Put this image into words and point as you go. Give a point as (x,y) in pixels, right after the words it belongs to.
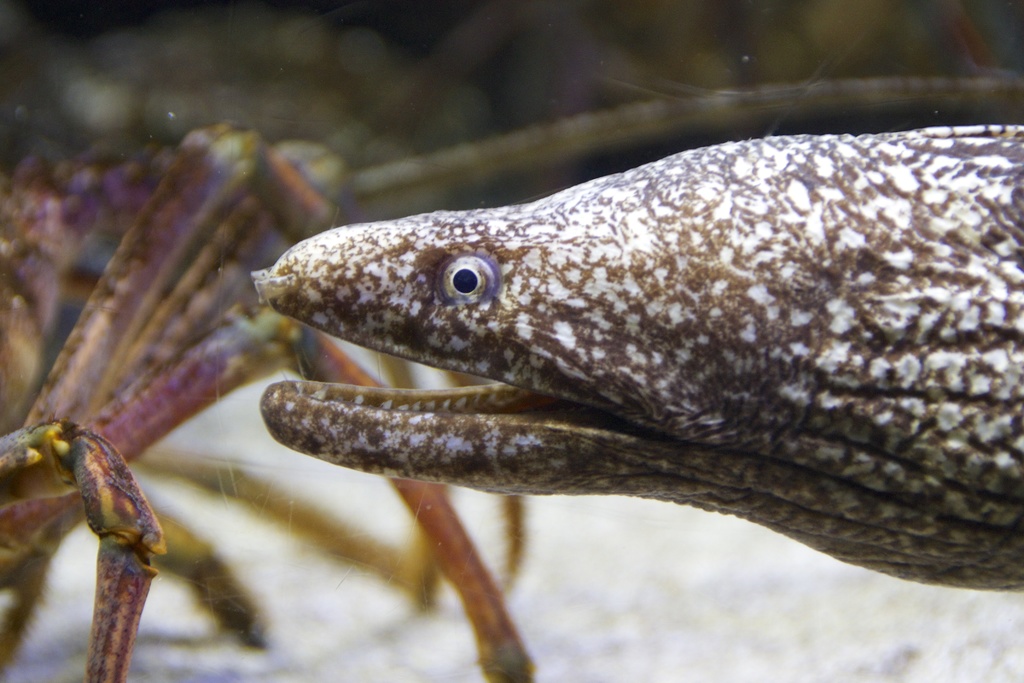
This image consists of animals (555,336). They have eyes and mouth (509,405). On the left side (134,394). It looks like spider (116,480).
